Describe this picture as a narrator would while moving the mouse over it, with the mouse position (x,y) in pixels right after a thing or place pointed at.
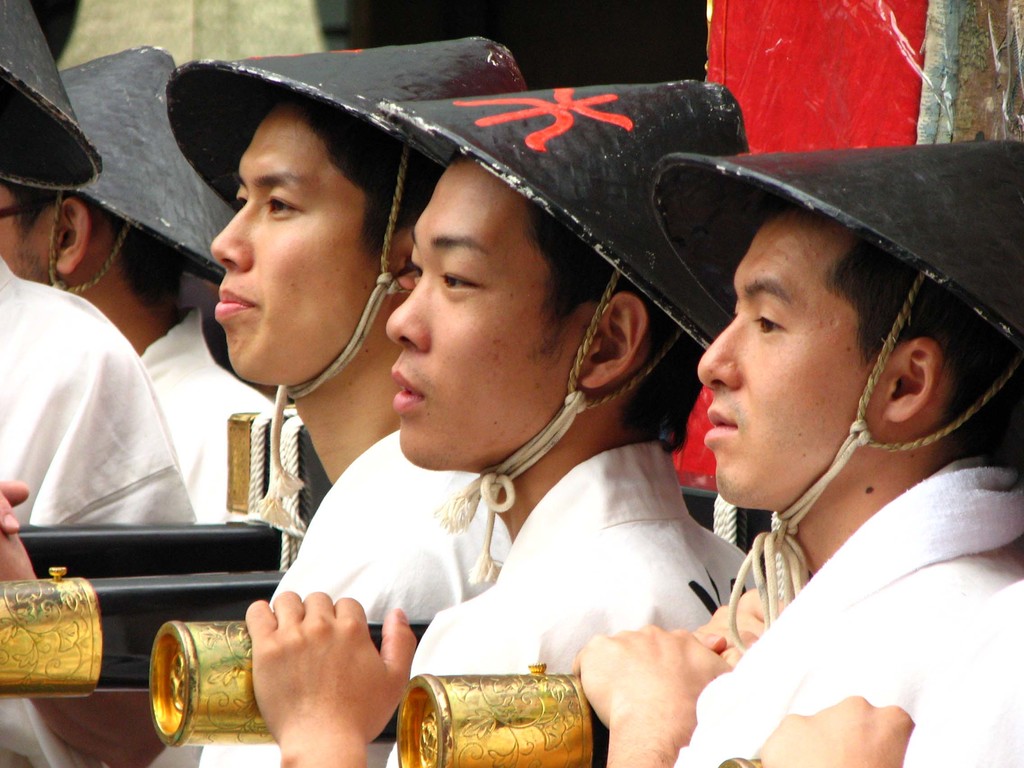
In the center of the image (354,281) there are people (71,722) standing and wearing black color hats (489,133).
